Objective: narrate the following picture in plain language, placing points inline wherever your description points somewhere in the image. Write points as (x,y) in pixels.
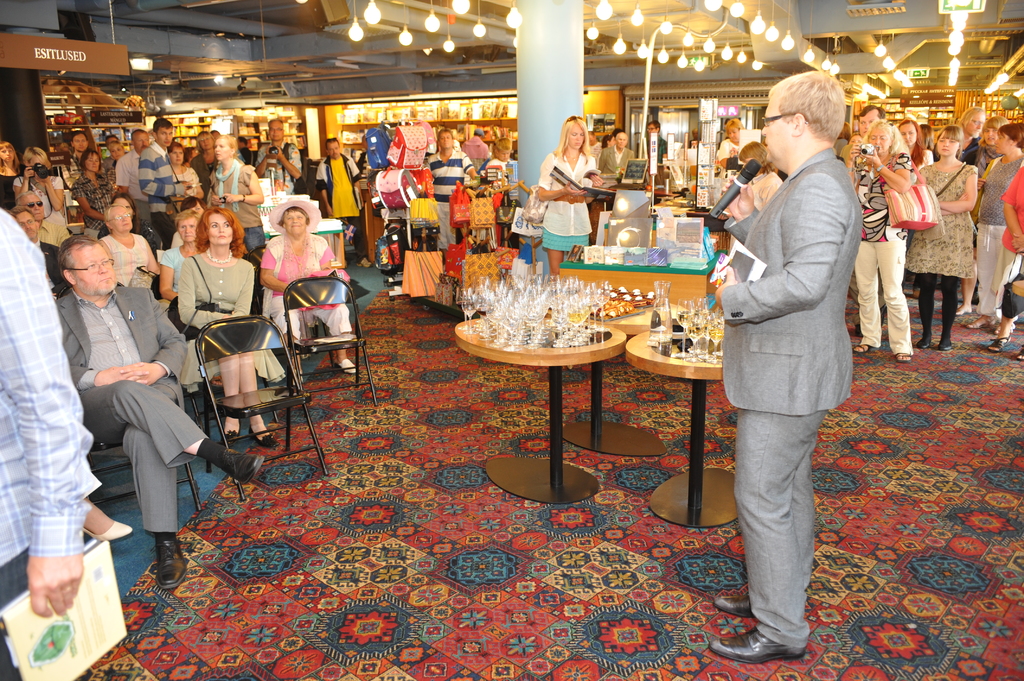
A person (730,287) is holding book (746,255) and mic (730,195) is speaking something in front of a group of people (270,242). So many chairs (256,336) are there. Some people (232,293) are sitting and standing there. Some stalls (695,196) are over there. Lights (684,38) are hanging on the ceiling (632,39). One pillar (540,63) is there. And so many tables (667,362) are there. On the table (607,326) glasses (535,317) are there. And the carpet (614,581) is looking like a floral design carpet (816,511).
